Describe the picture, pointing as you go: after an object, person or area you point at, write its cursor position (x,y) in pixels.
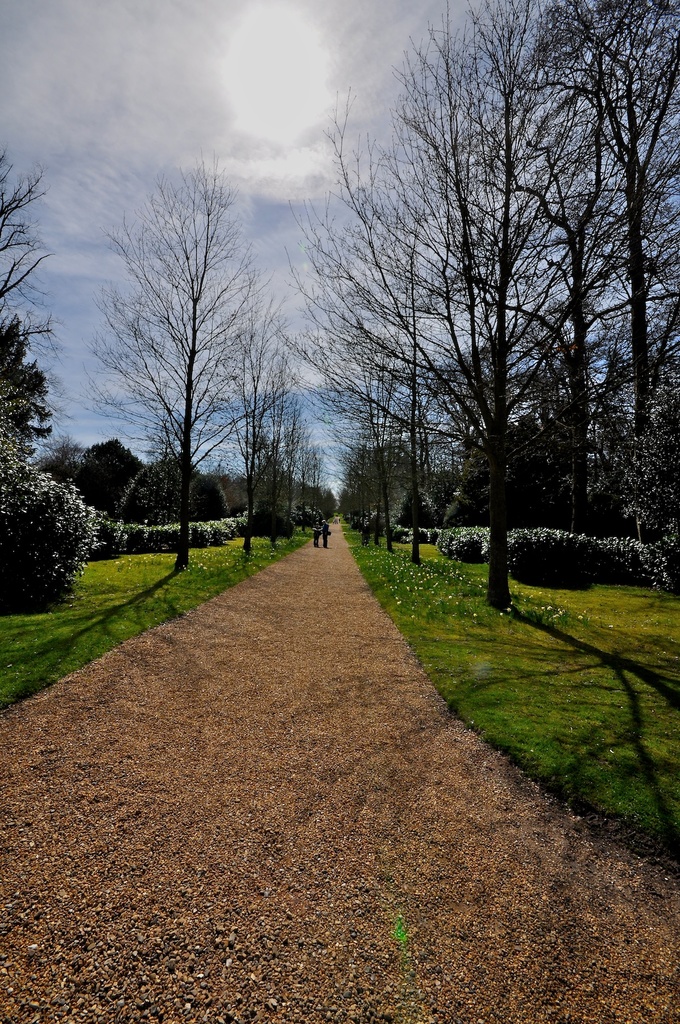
In the center of the image (329,608) there is a walkway (270,909) and we can see trees (242,447) and bushes (233,539). In the background (302,142) there is sky (287,126).
